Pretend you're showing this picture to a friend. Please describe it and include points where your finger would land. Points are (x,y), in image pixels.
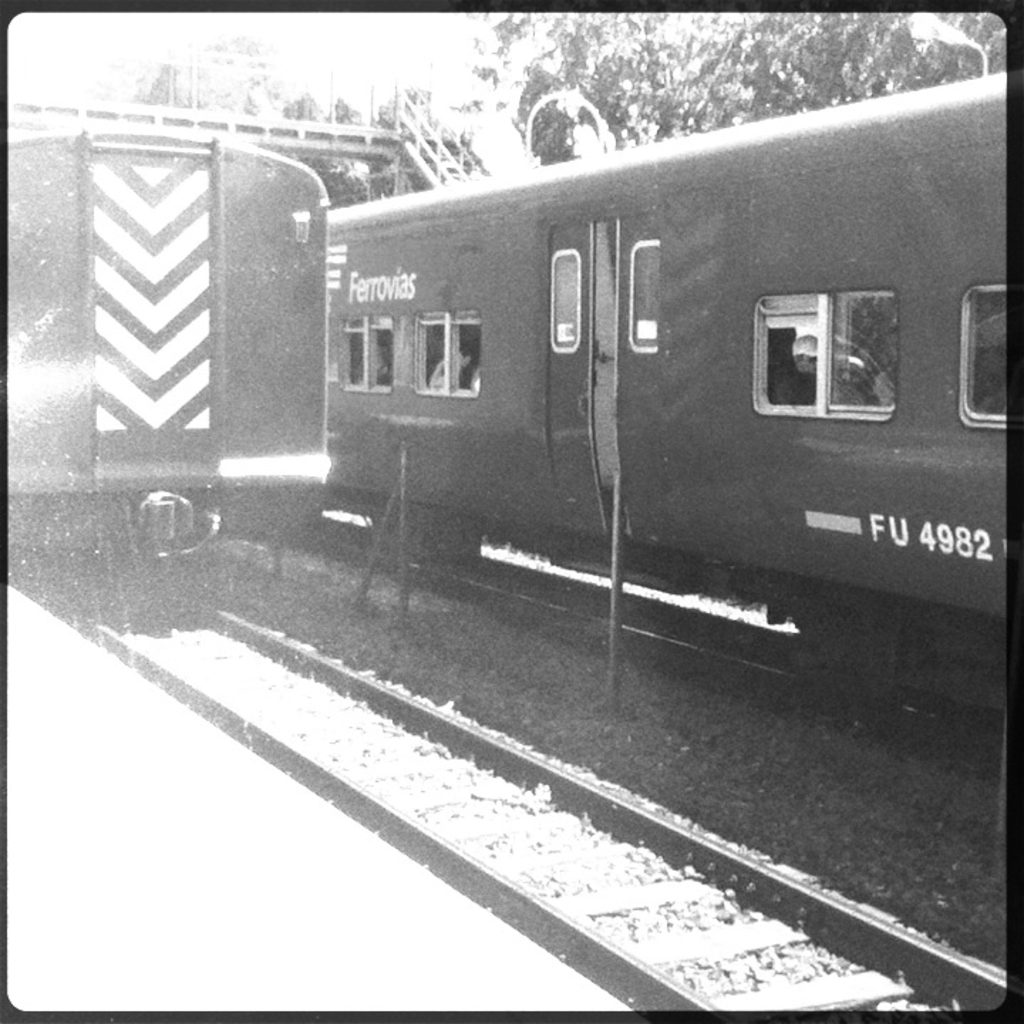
In the picture I can see trains (307,391) are on the track (579,614), behind we can see bridge (184,125) and trees (632,124).
